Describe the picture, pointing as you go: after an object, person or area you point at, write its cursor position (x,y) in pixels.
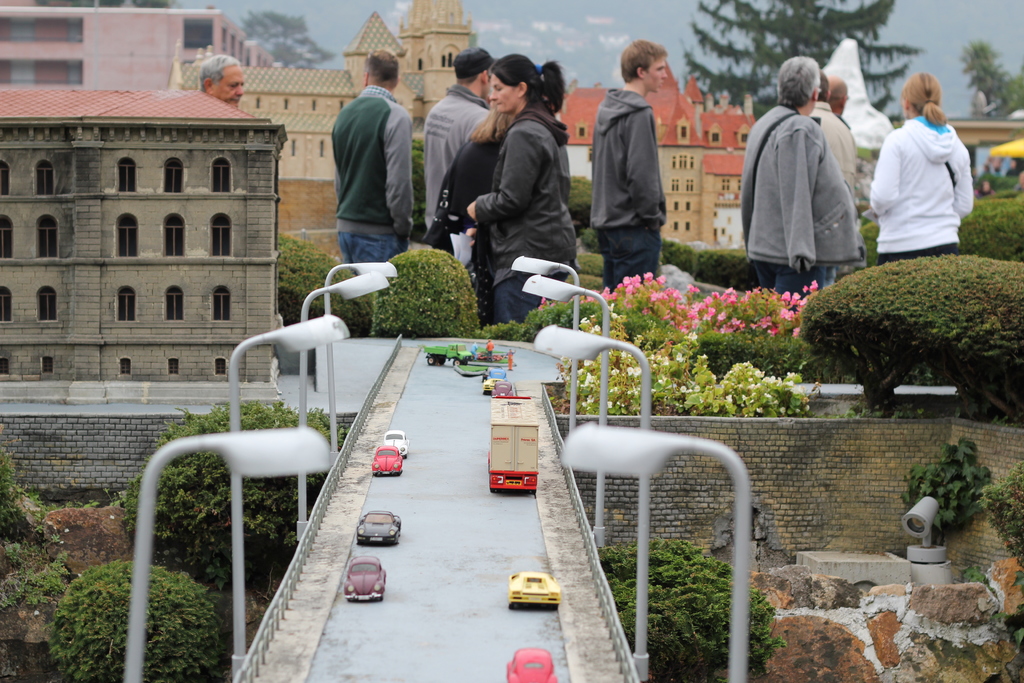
In the middle of the image (411,388) there is a model (327,576) of the road (362,510) with few vehicles (533,490) and poles (672,438) with street lights (323,336). At the left (210,644) and right side of the image (958,327) there are trees (958,327) and also there are rocks (104,547). In the background (637,328) there are bushes (1017,335), plants (645,342) with pink and white flowers (683,333). In between them there are few people (912,127) standing.
